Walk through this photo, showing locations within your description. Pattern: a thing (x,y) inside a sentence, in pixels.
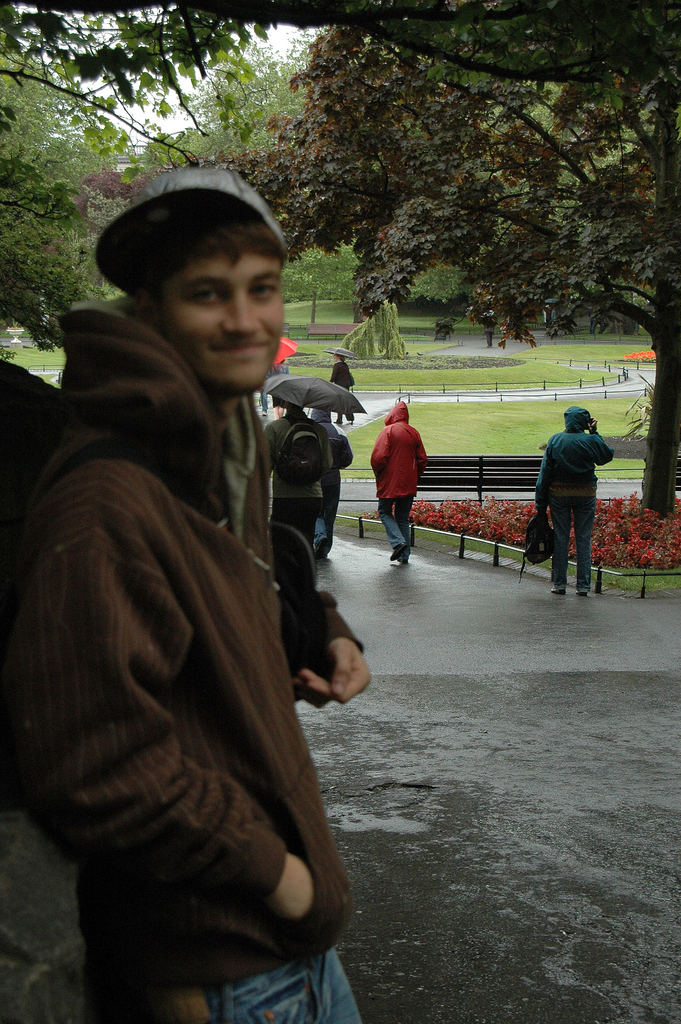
In this image we can see a group of people (274,688) standing on the ground (595,628). In the center of the image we can see a person (322,475) holding an umbrella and carrying a bag (318,465). In the background (637,521), we can see group of plants (646,525) and some benches (481,469) placed on the ground (578,648). At the top of the image (248,121) we can see a group of trees (523,118) and the sky (158,15).
